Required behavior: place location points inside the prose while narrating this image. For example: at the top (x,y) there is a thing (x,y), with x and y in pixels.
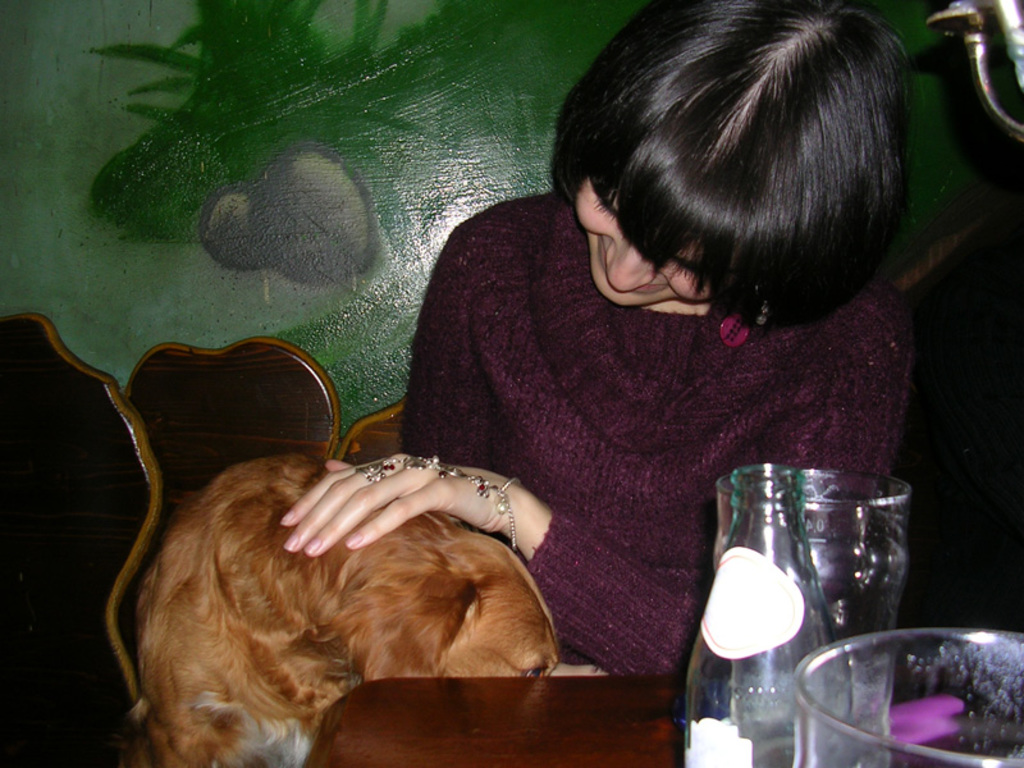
In this image I see a woman (382,495) who is sitting on the chair (386,435) and she kept her hand (380,518) on a dog (167,724) and I can also there is a bottle (809,554) and 2 glasses (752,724) on the table (360,711). In the background (30,17) I can see the wall (110,361).
